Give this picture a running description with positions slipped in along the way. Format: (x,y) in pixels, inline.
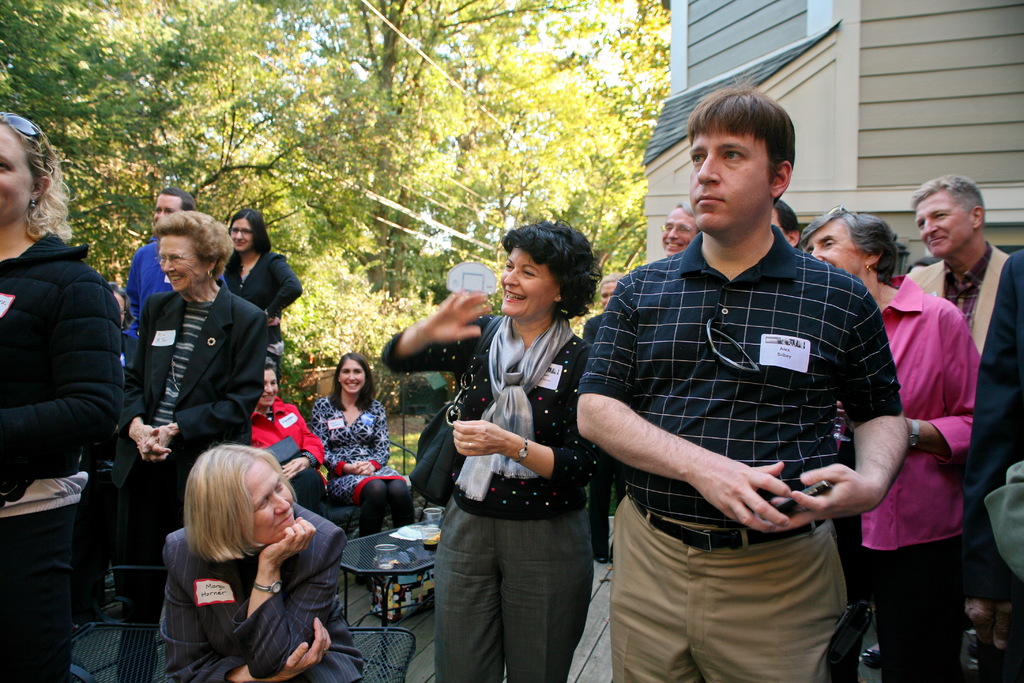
Here we can see group of people (786,425). There are chairs (139,653), table (408,556), plate (420,534), and glasses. In the background (387,282) we can see trees (468,127) and a building (865,106).
